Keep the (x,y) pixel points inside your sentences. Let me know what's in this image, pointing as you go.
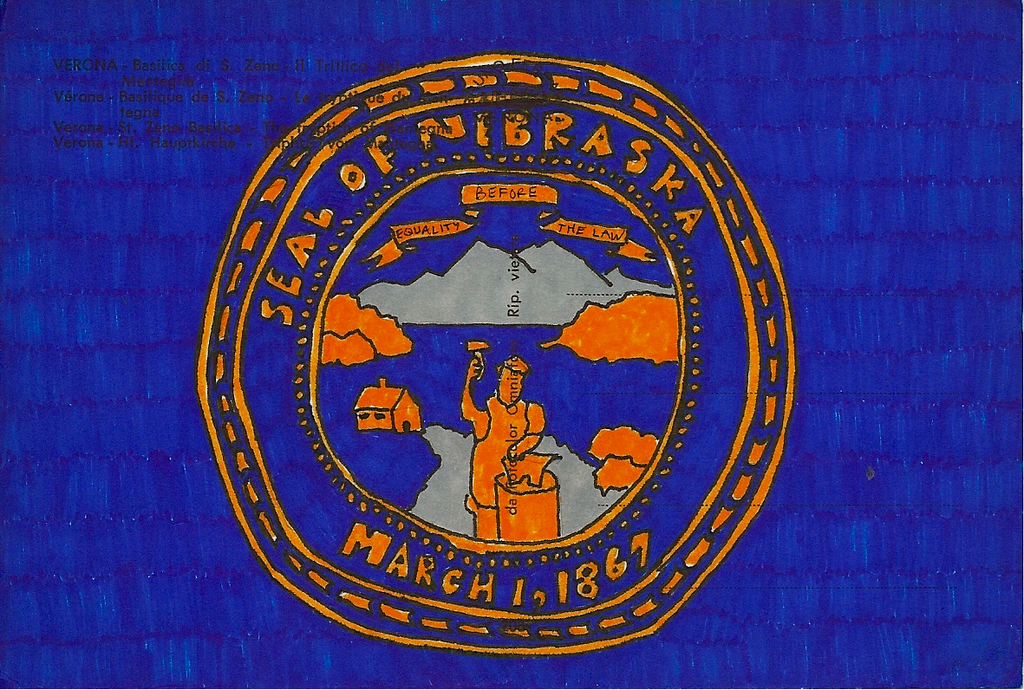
In the picture I can see a blue color surface (252,161) on which there is a round shape logo (392,466) which is yellow in color. I can also see something written on the logo (457,420) and images of man (473,432), house (383,401) and mountains (534,287).
